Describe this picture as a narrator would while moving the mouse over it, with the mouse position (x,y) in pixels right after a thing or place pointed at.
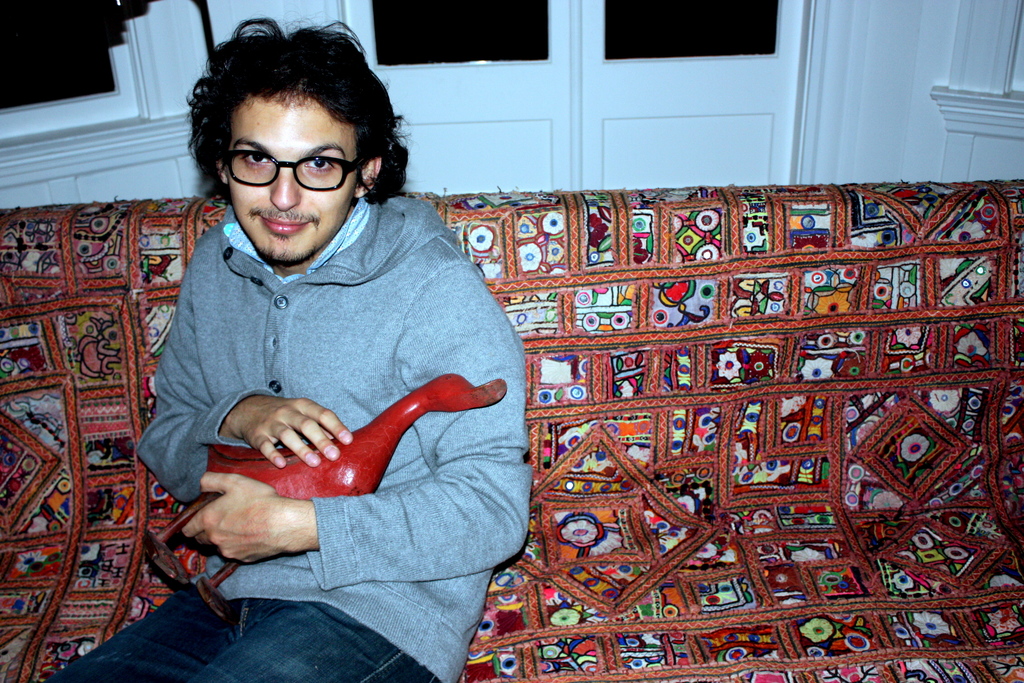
We can see a man (221,560) is sitting on the sofa (75,430) and holding a duck (319,487) made with wood (297,490). In the background (493,172) we can see doors (613,55) and wall (192,73).
